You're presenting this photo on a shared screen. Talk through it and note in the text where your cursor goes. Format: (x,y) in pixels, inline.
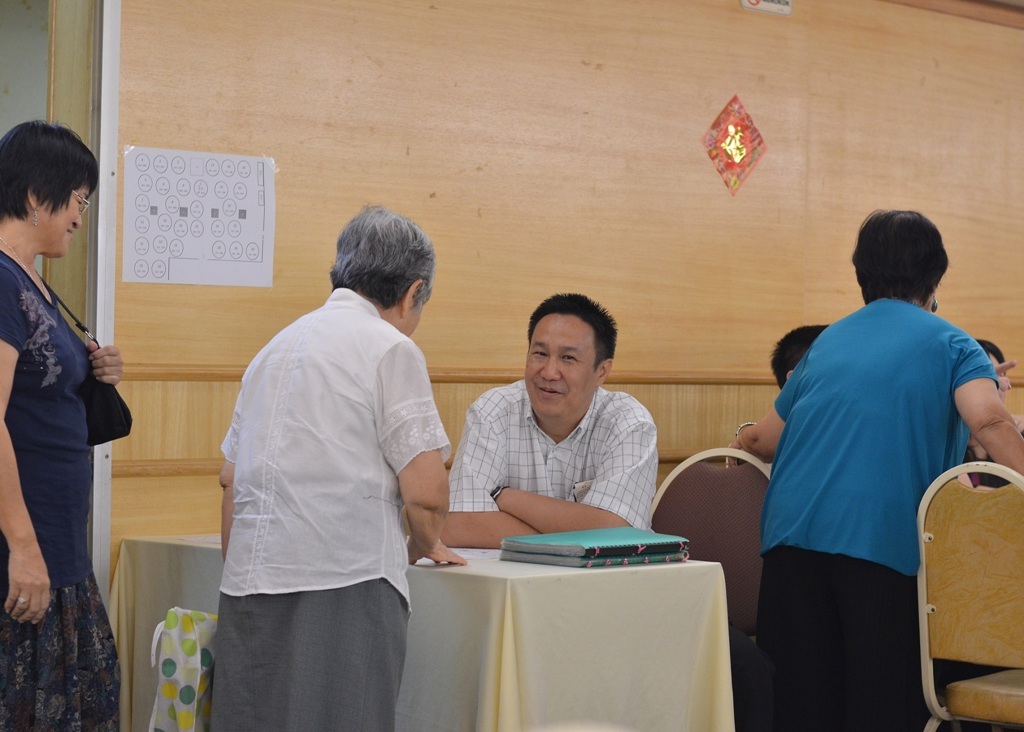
In this image I see few people (821,682) in which this man (554,418) is sitting on the chair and rest of them are standing. I can also see a table (118,547) on which there are 2 books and I see few chairs (685,477) over here. In the background (693,420) I see the wall (260,3) and a paper (207,285) on it.
